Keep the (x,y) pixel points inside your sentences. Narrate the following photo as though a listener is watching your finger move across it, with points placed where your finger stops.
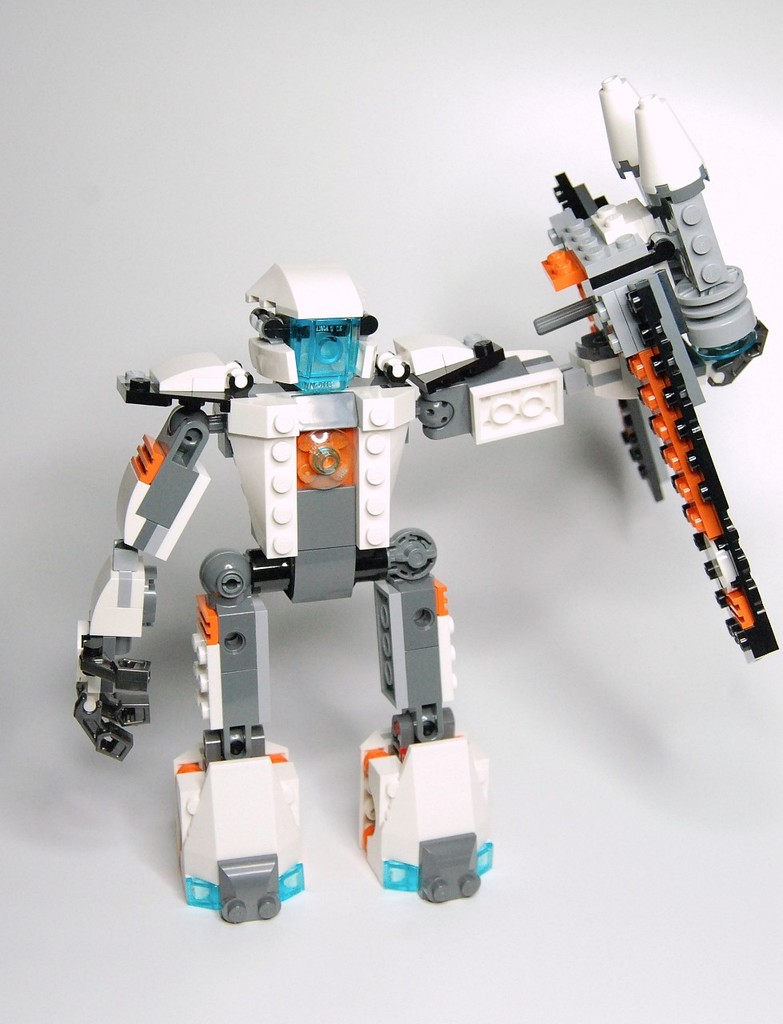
In the middle of the image (406,589) we can see a toy (399,576).
